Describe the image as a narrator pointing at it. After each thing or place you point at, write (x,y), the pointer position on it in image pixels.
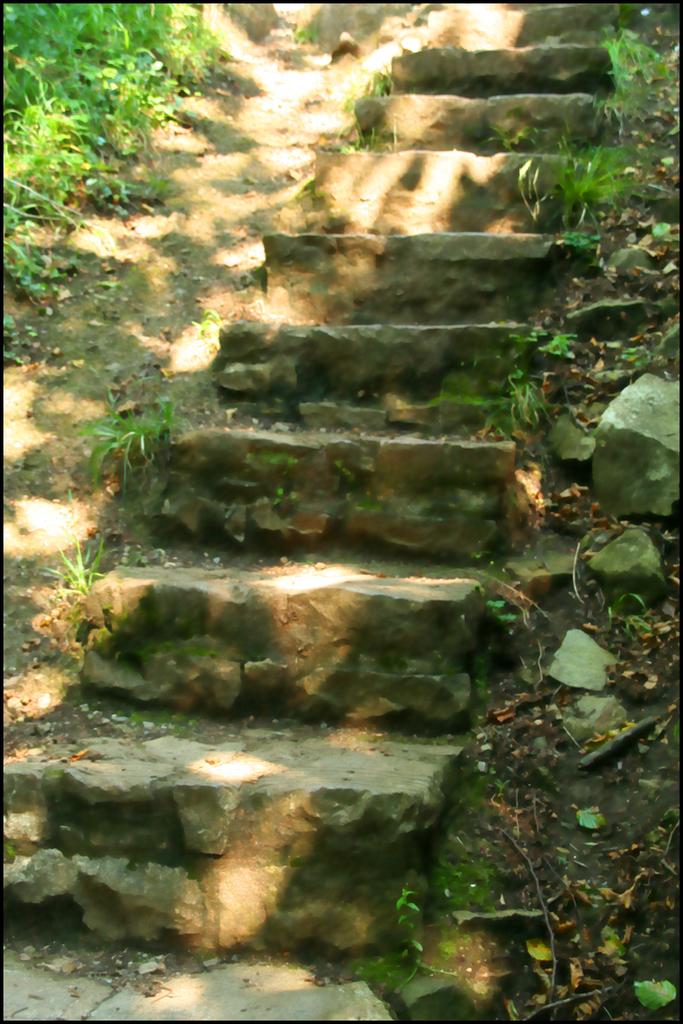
In the picture there are steps (249,650) made up stones (361,315) and around those steps (503,157) there is some grass (83,49).
